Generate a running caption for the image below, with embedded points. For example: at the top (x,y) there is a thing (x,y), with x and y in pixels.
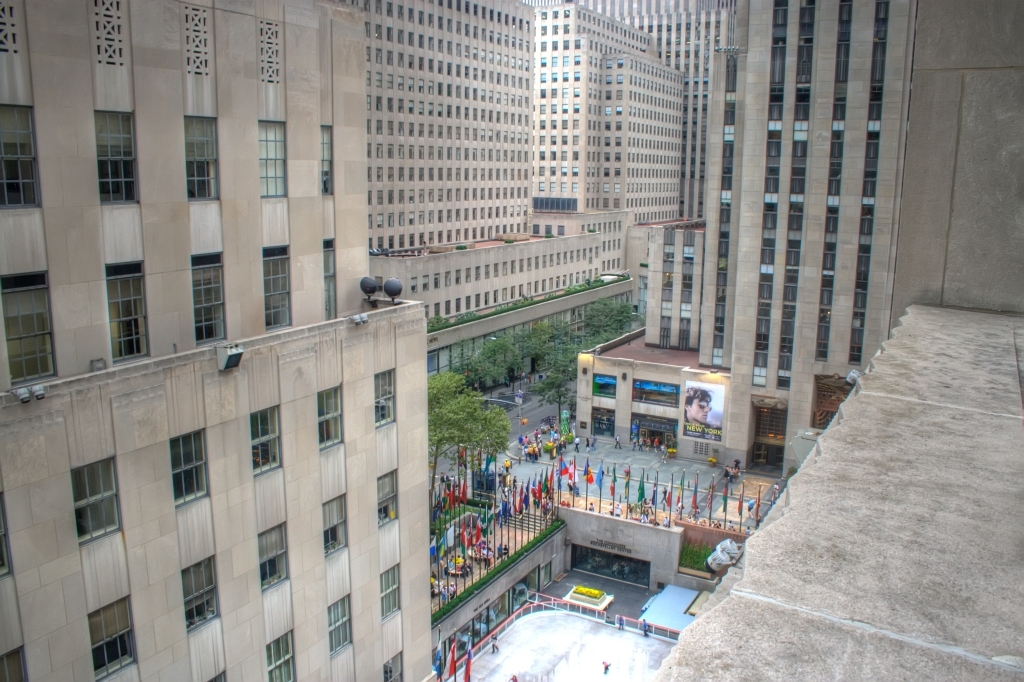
In this image we can see some buildings (719,305) and there are some flags (467,673) in the middle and we can see some people (737,469) and trees (512,374).
